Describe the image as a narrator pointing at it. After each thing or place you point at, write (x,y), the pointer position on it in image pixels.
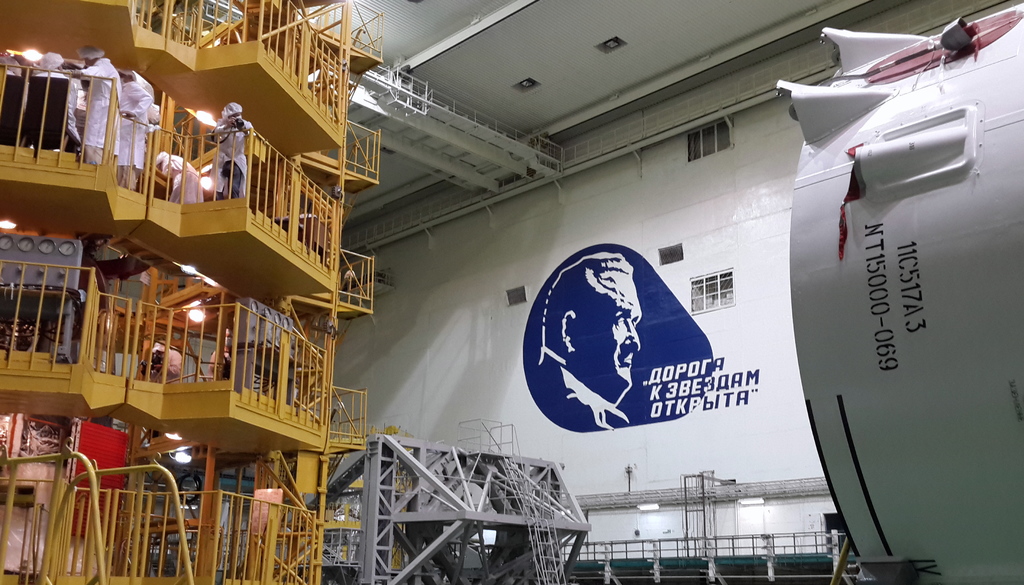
In this image I can see the inner part of the building (438,346) and I can see few people (191,180) standing, few railings (100,336). In the background (419,325) I can see few lights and the wall (449,328) is in white color.
